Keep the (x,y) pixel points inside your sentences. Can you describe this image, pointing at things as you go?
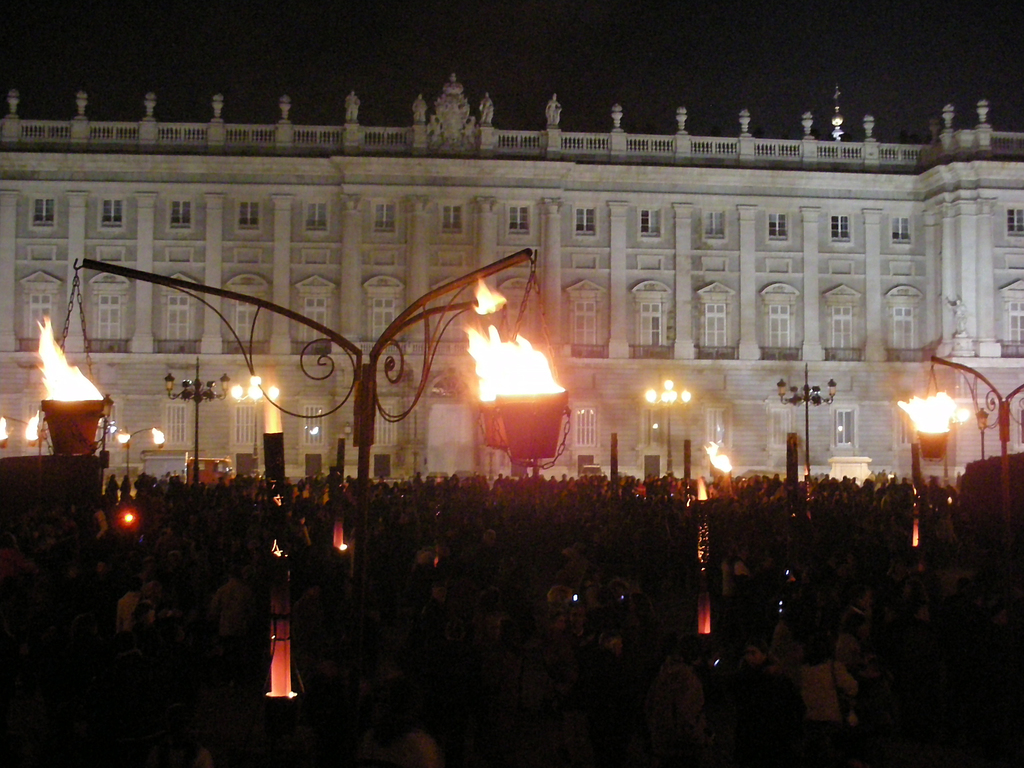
In this image there is a huge building (501,323), in front of the building (571,468) there are so many people (575,480) and there are fire (497,389) in the object (549,399) looks like a bucket (524,397) hanging on the pole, few street lights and the background (717,92) is dark.
